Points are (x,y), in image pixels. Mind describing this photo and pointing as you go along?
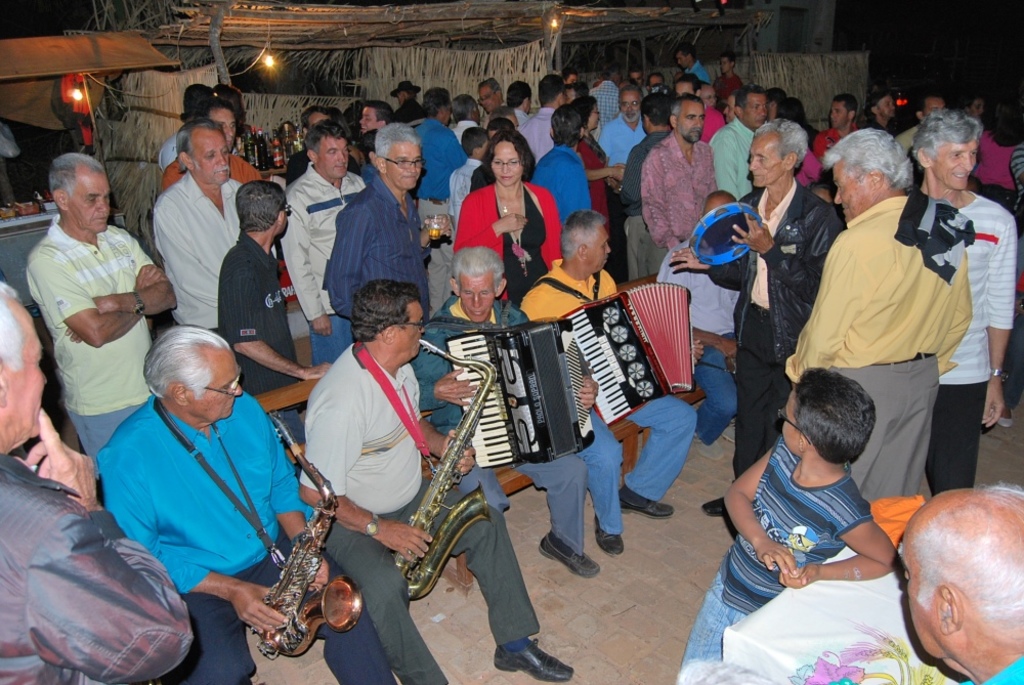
In this image we can see four people (383,558) are sitting on the bench (278,394). They are playing musical instrument (549,399). Right side of the image (790,162) one man (790,199) is standing and playing blue color musical instrument (738,235). Behind them so many people (529,134) are standing and watching them. Background of the image (515,27) one wooden shelter (355,52) is present. Right bottom of the image (847,638) one table (838,635) is there, on which white cloth (857,633) is present.
